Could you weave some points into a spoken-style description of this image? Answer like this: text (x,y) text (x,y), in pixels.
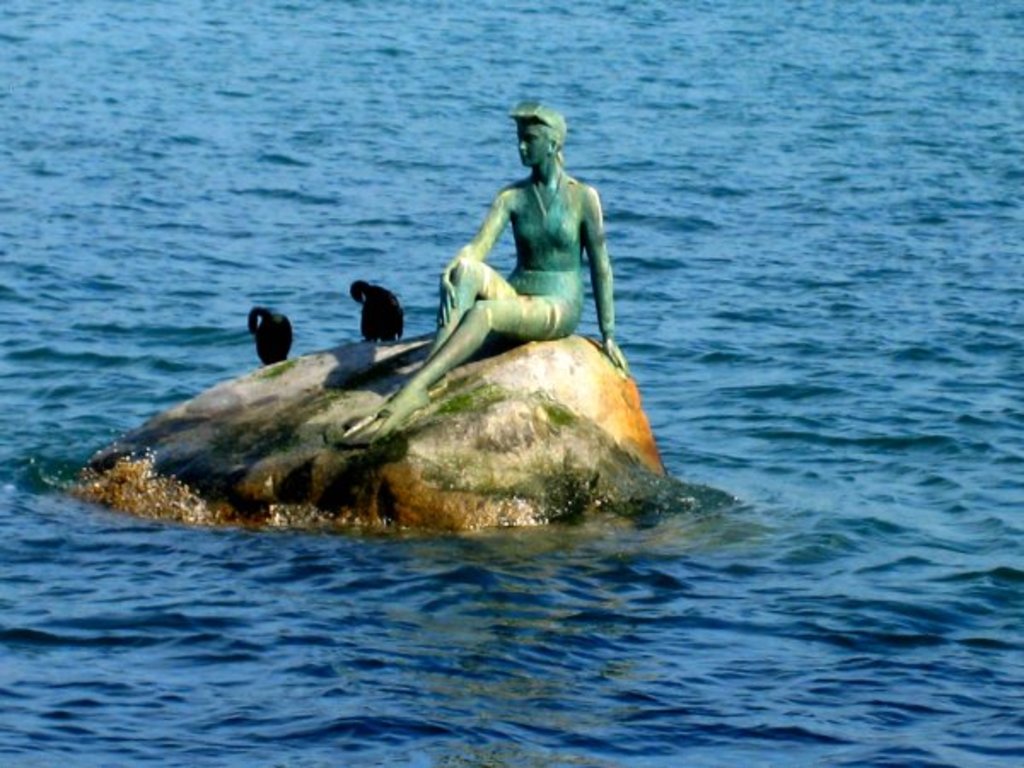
In the center of the image (553,271), we can see a statue (445,353) and some birds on the rock (481,442) and in the background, there is water (628,645).
